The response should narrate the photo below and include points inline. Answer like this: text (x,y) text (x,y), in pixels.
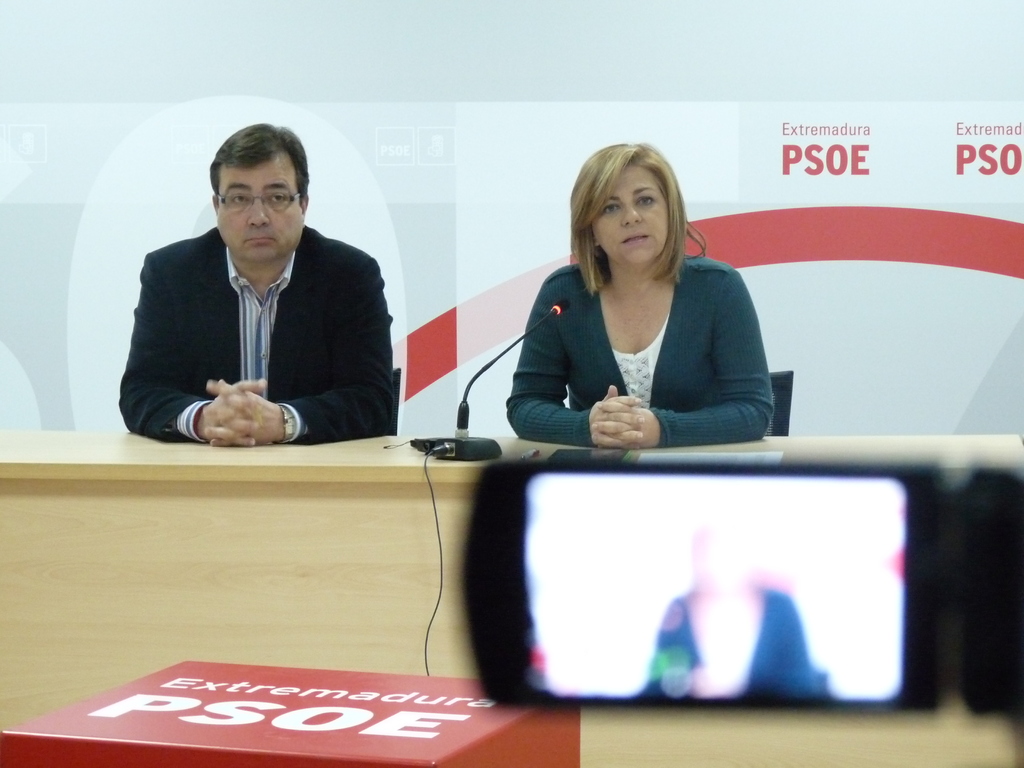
In this image we can see a man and a woman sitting on the chairs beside a table (334,468) containing a mic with a stand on it. We can also see the screen (552,568) on a device (818,537) and some text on a banner (1013,262) and a box (470,748).
